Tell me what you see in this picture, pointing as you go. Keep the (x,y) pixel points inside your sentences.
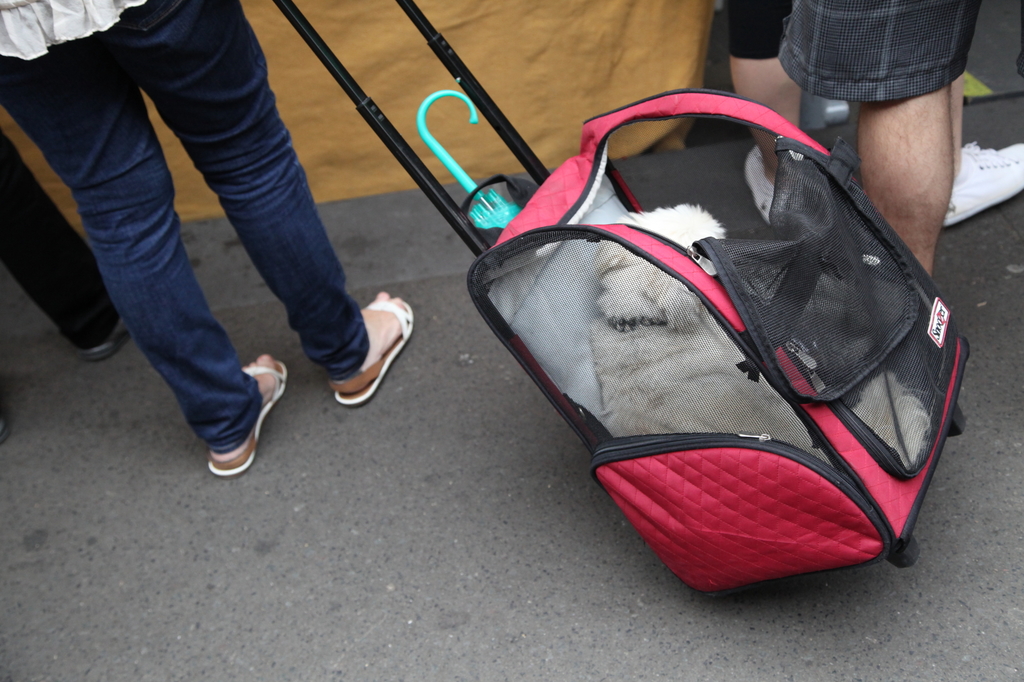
In this image there are a few people (49,138) standing, one of them is holding a luggage (567,282), in the luggage (616,321) there is a dog (658,228) and an umbrella (490,206) on the road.
